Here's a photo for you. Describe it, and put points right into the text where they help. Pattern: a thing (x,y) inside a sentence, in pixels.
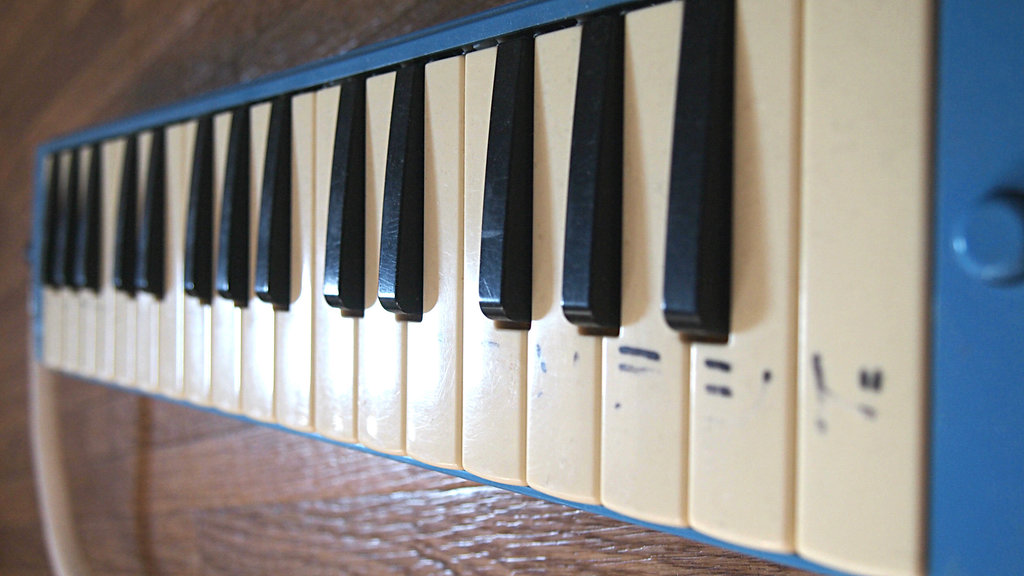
It's a piano (594,368) there are white color buttons (651,446) on this.
